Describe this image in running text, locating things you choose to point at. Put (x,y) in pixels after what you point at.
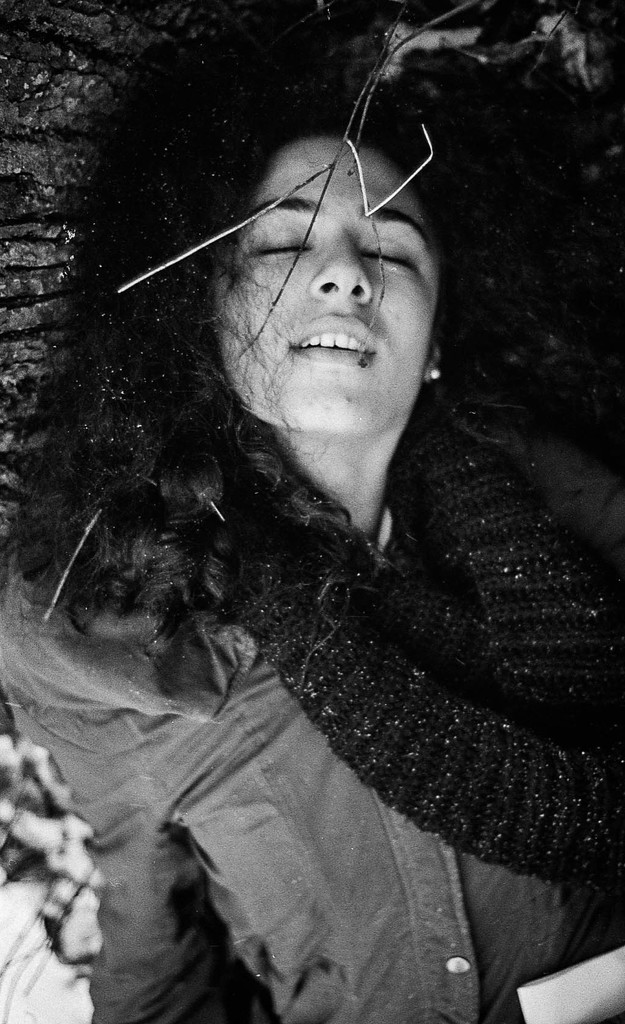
This is black and white image where we can see a girl (196,701). She is wearing jacket (351,871) and woolen scarf (443,616).
